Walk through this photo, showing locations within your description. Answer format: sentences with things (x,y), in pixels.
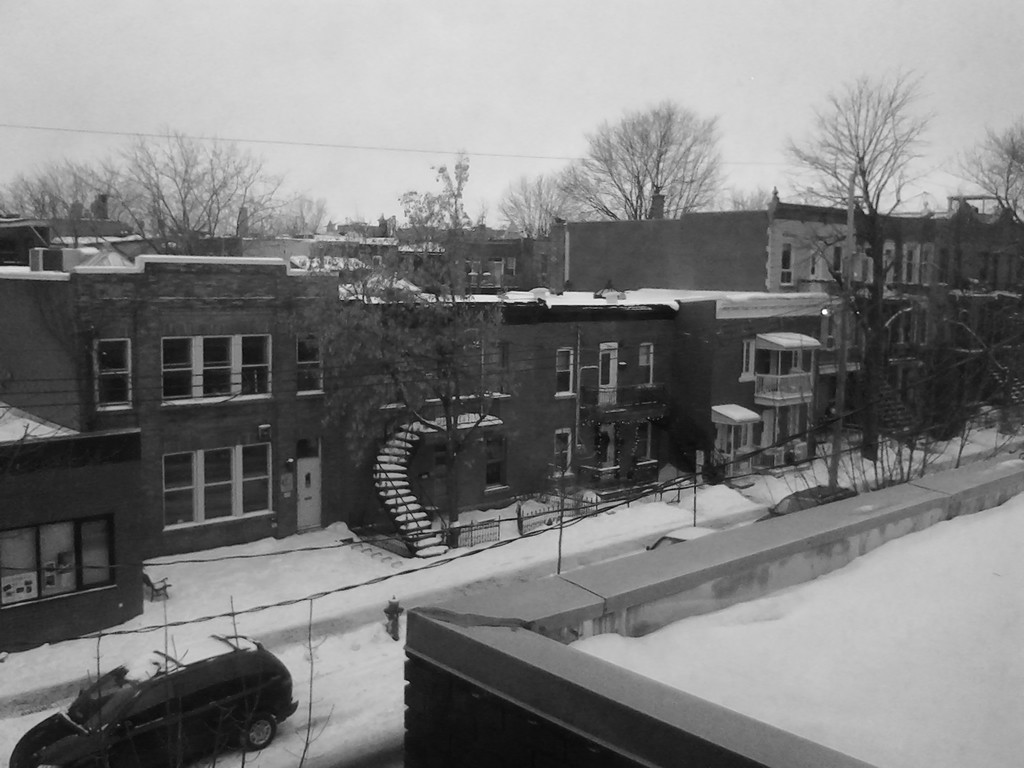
In this image I can see cars (235,703) on the road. There are trees (841,285) and buildings (486,398) at the back (486,398). There are stairs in the center (401,452). There is snow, poles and wires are present. There is sky (779,32) at the top (288,101). This is a black and white image.
